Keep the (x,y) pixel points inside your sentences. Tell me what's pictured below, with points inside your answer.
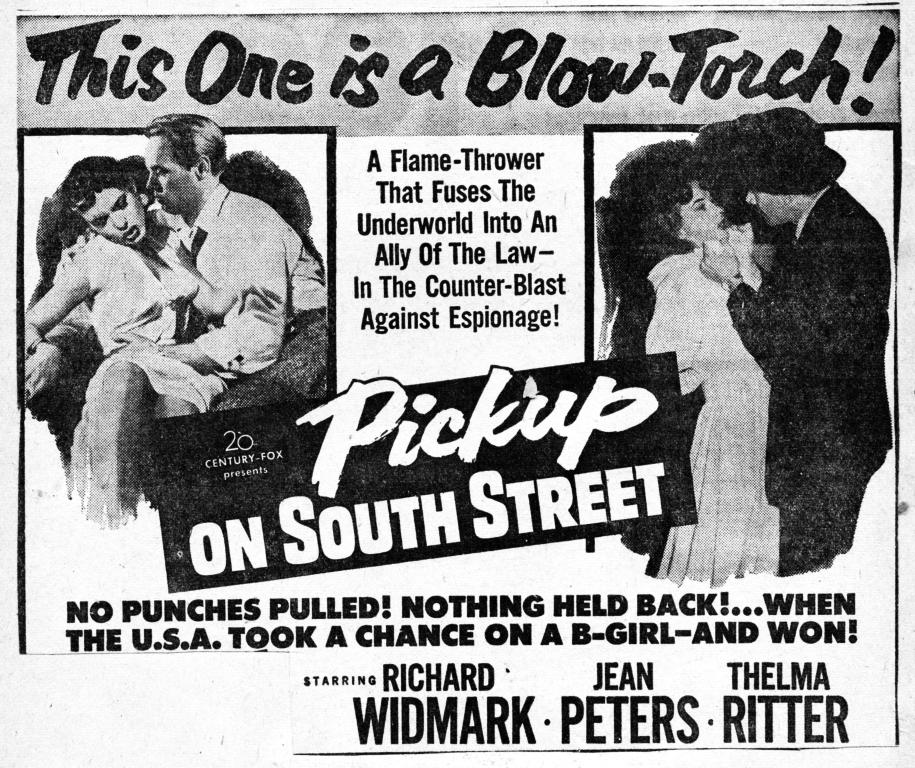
In this image there is a poster (485,370) with pictures (713,420) of a couple (702,418) and some text (328,480) written on it.
